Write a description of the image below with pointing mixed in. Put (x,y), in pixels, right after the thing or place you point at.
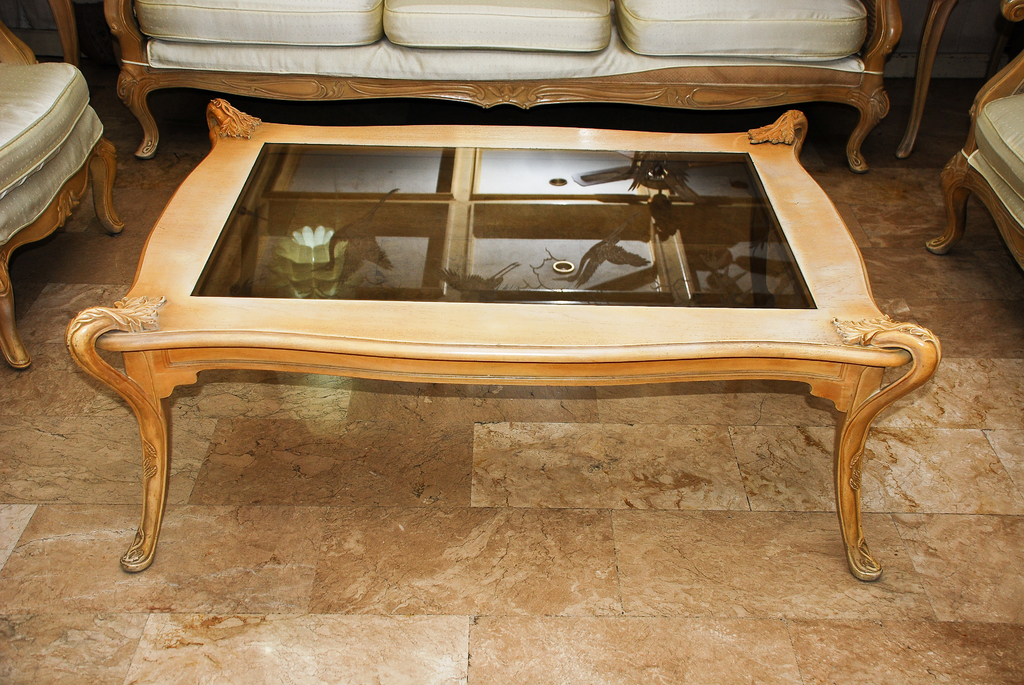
This is a wooden glass table (349,339) on the floor (156,584) at the center (402,346). This is a sofa (275,86) which is placed at the center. These two sofas (7,166) are placed one is left and other one is right.
